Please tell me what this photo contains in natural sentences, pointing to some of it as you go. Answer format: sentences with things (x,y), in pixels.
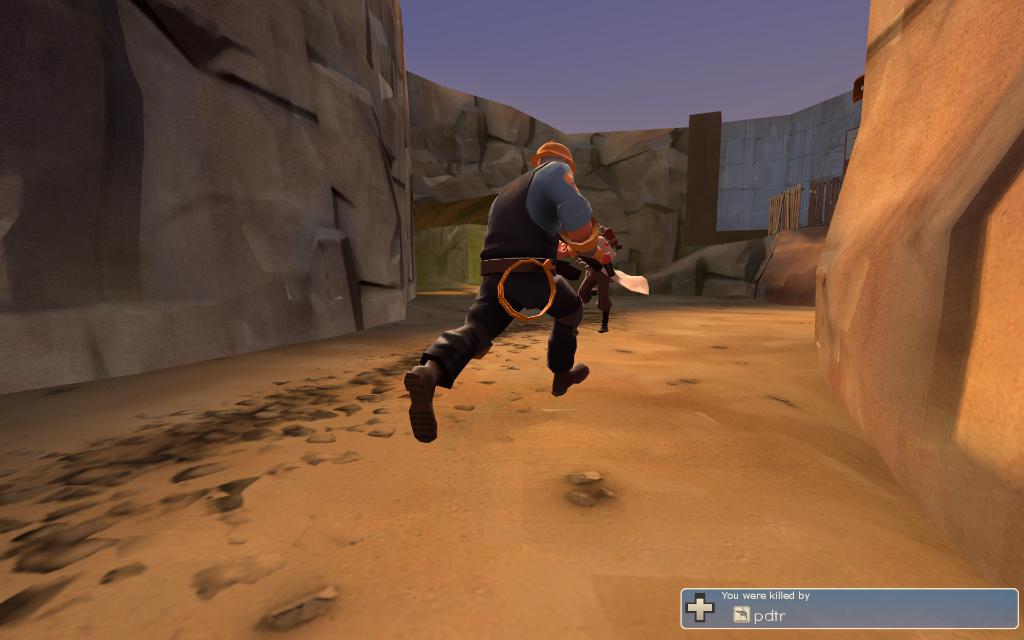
This is an animated picture where we can see a man (553,274) is running, behind him rock walls (612,199) are there. Right bottom of the image (748,591) some text (746,609) is present.
